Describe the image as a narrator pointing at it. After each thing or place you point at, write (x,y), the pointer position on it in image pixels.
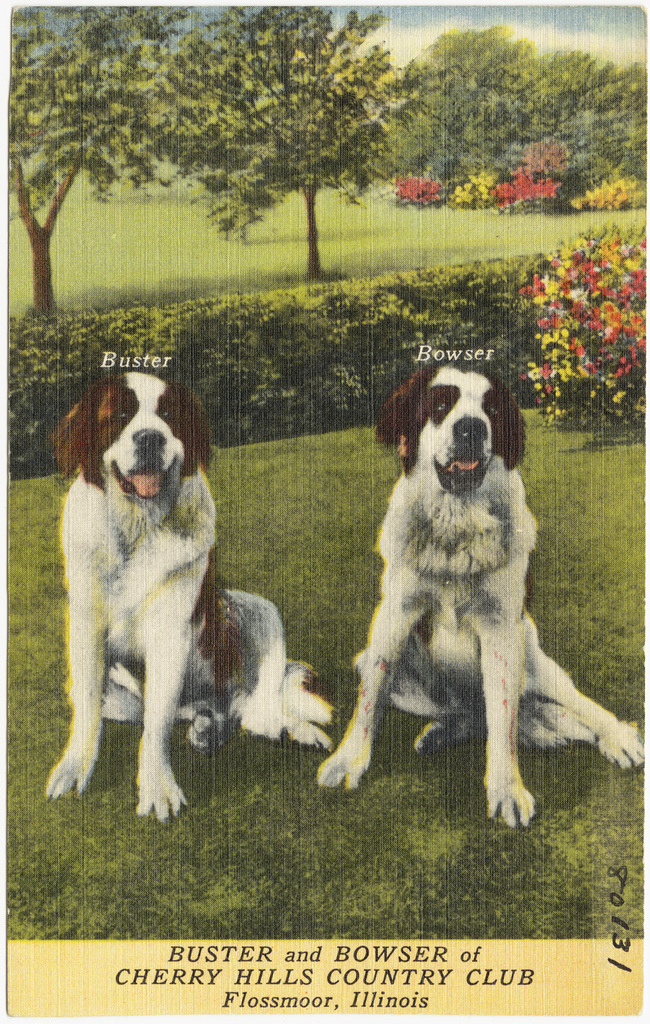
In this image there are two dogs (480,583) sitting on the ground (273,855). There is grass (321,662) on the ground (314,825). Behind them there are hedges (381,313) and plants (585,326). There are flowers (571,320) to the plants (582,319). In the background (371,132) there are trees (428,150). At the top (439,25) there is the sky (546,17). There is text (145,361) above the head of the dogs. Below the picture there is the text (220,993). In the bottom right (612,891) there are numbers (622,928) on the image. This image seems to be a poster.
